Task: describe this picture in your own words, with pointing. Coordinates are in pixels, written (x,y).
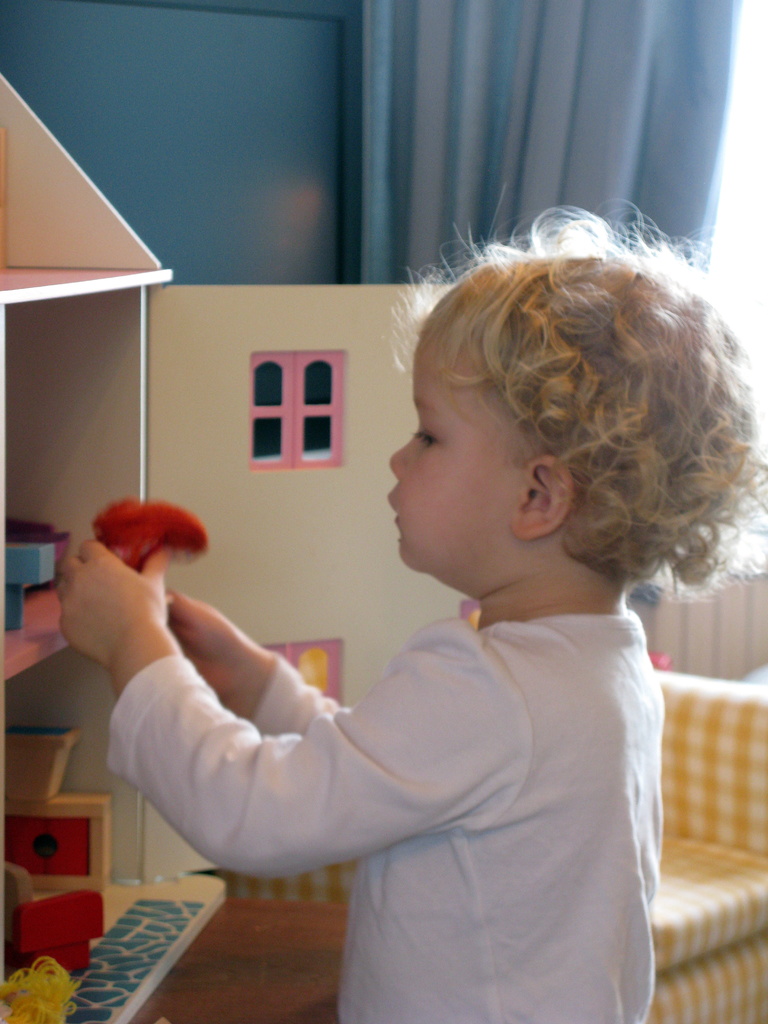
There is a child (392,753) holding something in the hand (155,569). In front of the child (90,549) there is a cupboard (24,228). Inside the cupboard (45,509) there are many items (81,930). In the back (710,753) there is sofa (707,799). In the background (502,164) there is a curtain (517,126).
